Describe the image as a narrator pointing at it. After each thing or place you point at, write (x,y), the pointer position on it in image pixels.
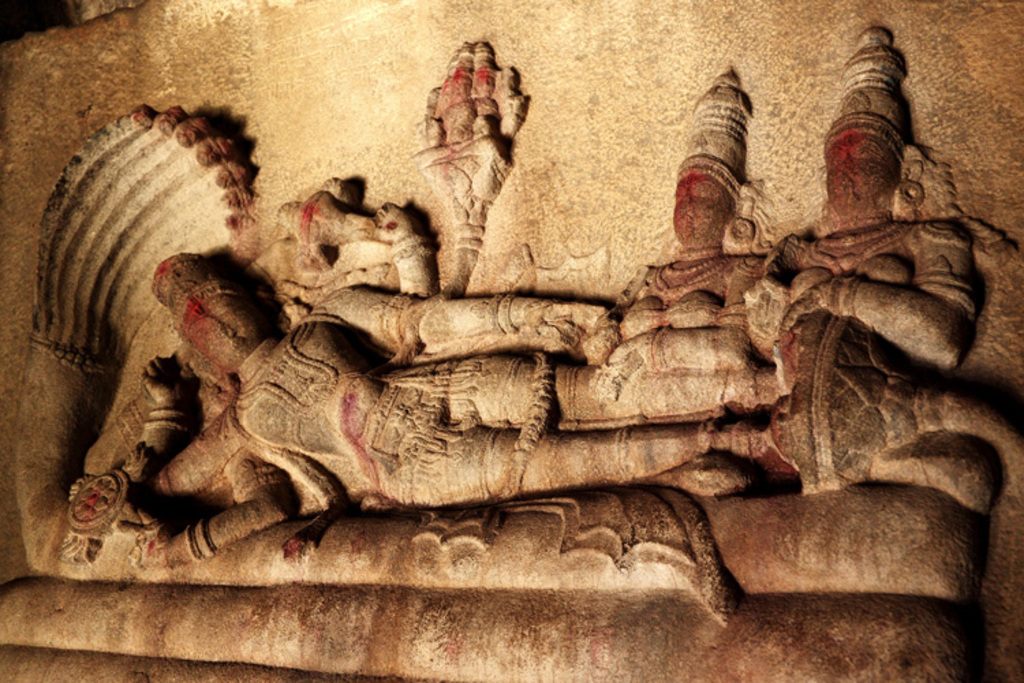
In this image there are few sculptures (543,345) on the rock (664,116). A person (375,414) is lying on the snake (519,527). Right side (689,200) two persons (758,324) are sitting.
